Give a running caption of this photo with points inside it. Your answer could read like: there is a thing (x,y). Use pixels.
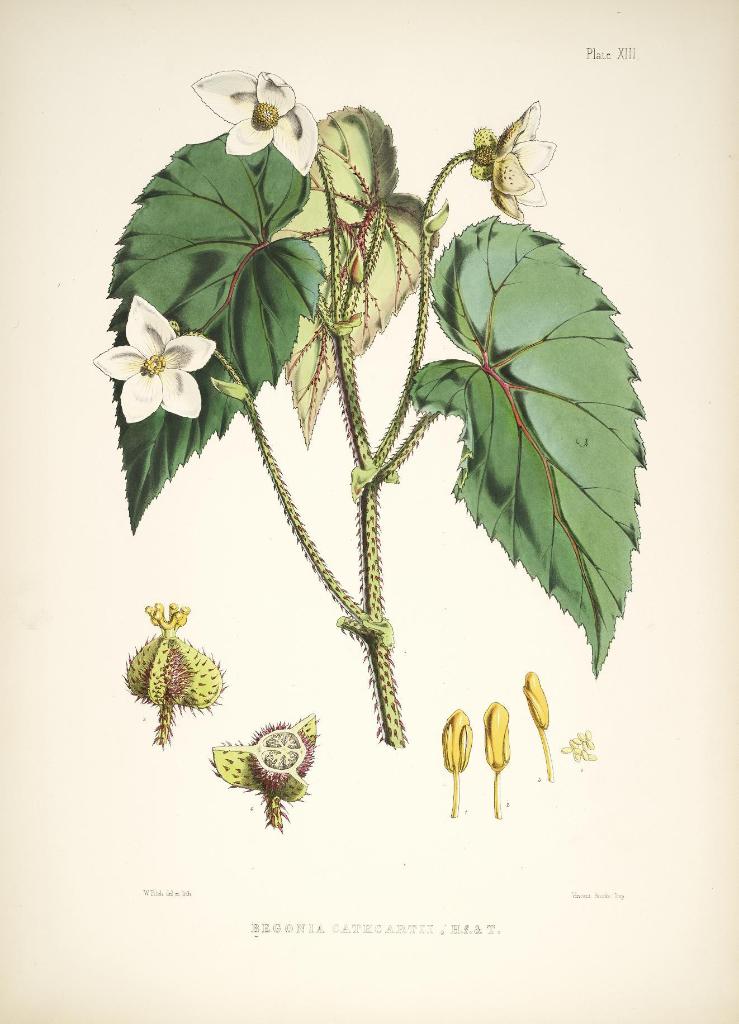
In this picture we can see a flower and few leaves (472,417). There are parts (161,705) of a flower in this image.
